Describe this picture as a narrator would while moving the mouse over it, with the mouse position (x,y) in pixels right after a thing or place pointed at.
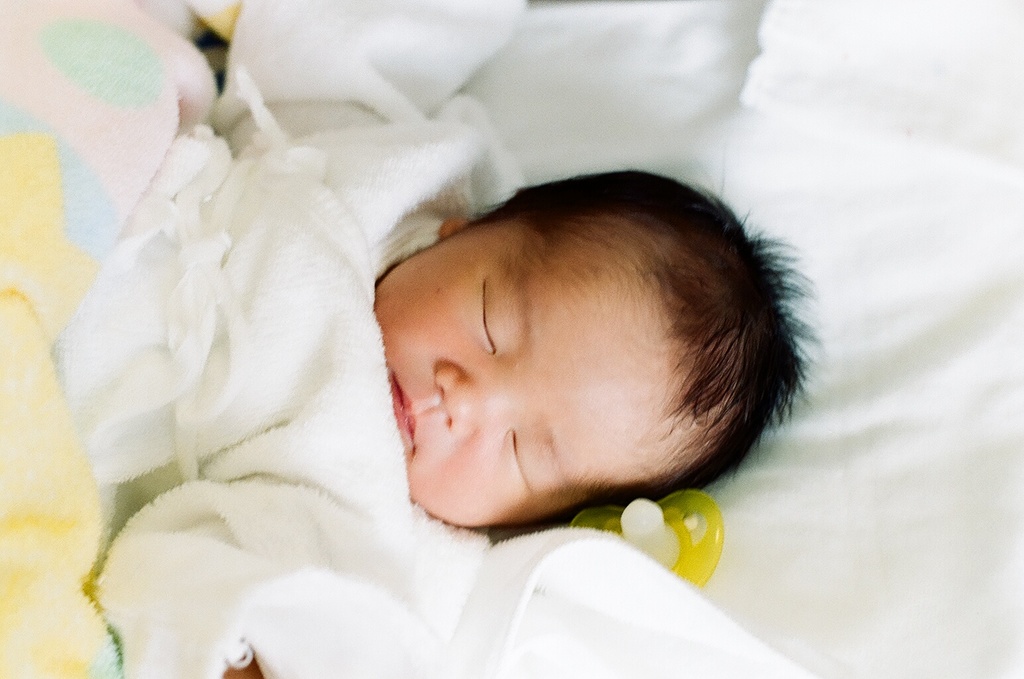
In this picture, we see a baby (330,333) who is wearing the white sweater (185,336) is sleeping on the bed (816,232). On the right side (892,436), we see a bed sheet (861,236) in white color. On the left side (25,183), we see the blanket (42,206) in yellow, blue and pink color. Beside that baby (167,461), we see an object (699,563) in yellow color.
